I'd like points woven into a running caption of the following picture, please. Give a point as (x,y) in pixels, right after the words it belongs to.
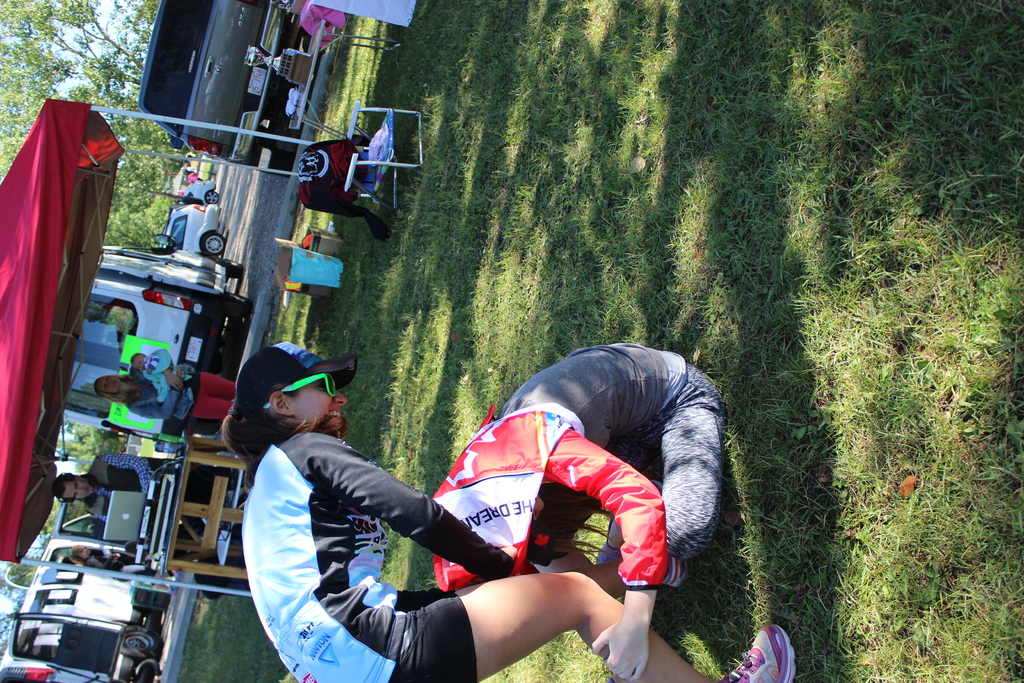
In the center of the image (660,380) we can see two women (374,492). In that a woman (445,480) is sitting on the grass (739,464). On the backside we can see some people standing under a tent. We can also see a person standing beside a table (160,541) containing a laptop (124,530) on it, a woman (185,400) carrying a baby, some bags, a lawn chair (355,108) and a table (297,121) containing some objects (290,106) which are placed on the ground (486,113). We can also see some trees (102,54), a group of vehicles (231,273) and the sky (77,83).
